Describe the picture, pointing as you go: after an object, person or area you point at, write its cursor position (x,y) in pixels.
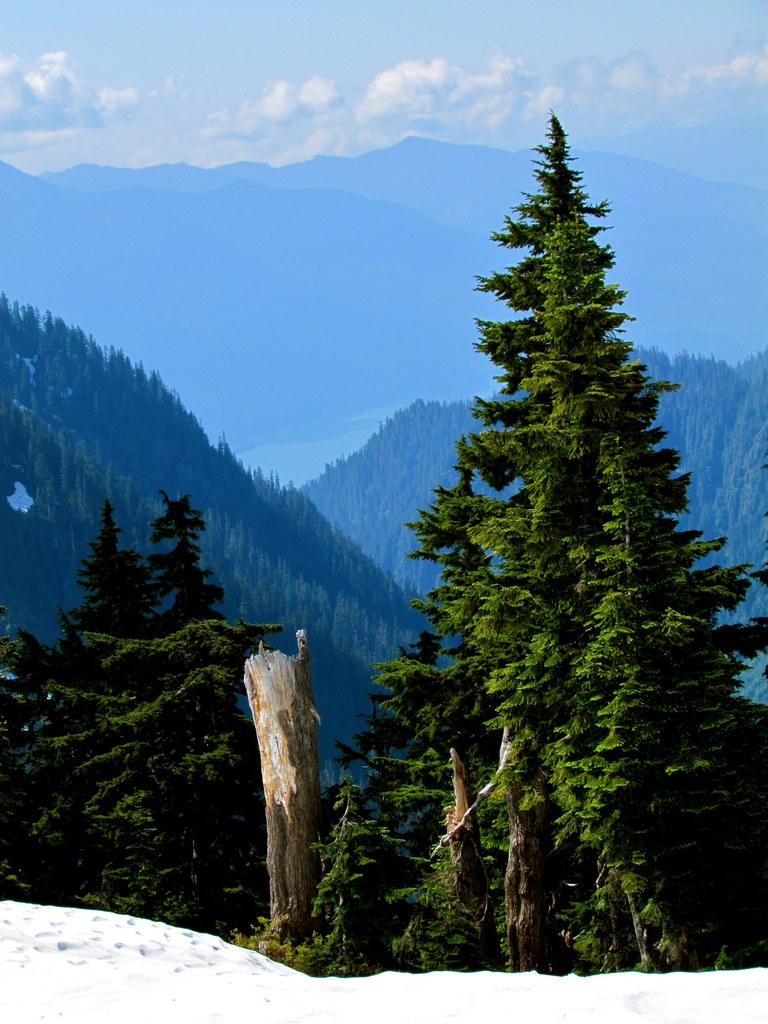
In this image there is snow (118,945) on the surface (174,952), in the background of the image (215,661) there are trees (449,511) and mountains (312,344).
